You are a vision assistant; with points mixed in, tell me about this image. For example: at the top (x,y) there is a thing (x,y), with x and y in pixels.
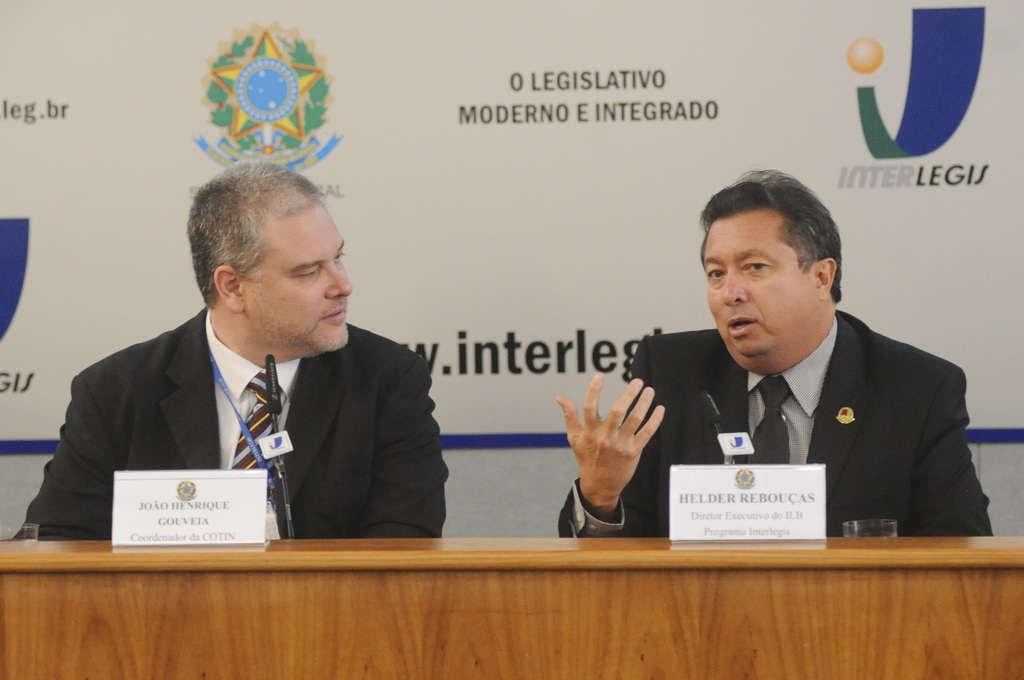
In this image I see 2 men (386,437) who are wearing suits (401,434) and I see a table (63,540) in front of them on which there are 2 name boards (168,486) and I see the mic (275,380) over here and over here too. In the background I see something is written and I see the logos (281,87).
